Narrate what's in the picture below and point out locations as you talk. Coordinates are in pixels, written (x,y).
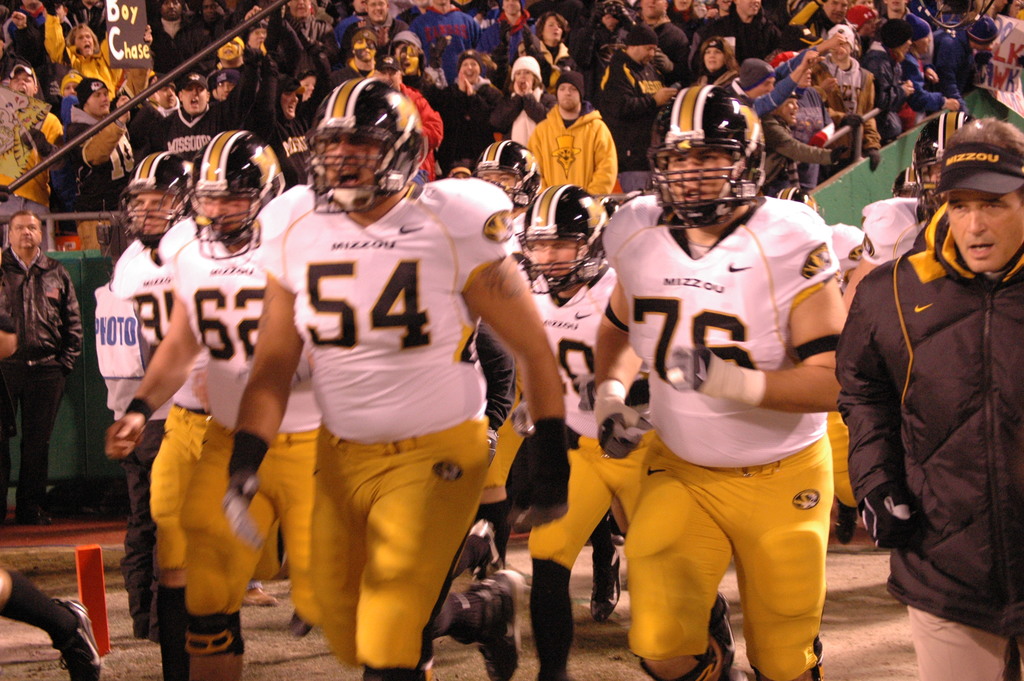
In this image I can see a few people (428,199) are running. They are wearing white, yellow dress (391,225) and helmet (368,137). Back I can see few people (541,60) are standing and wearing different color dress (755,27). I can see a board (135,41), pole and flag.
